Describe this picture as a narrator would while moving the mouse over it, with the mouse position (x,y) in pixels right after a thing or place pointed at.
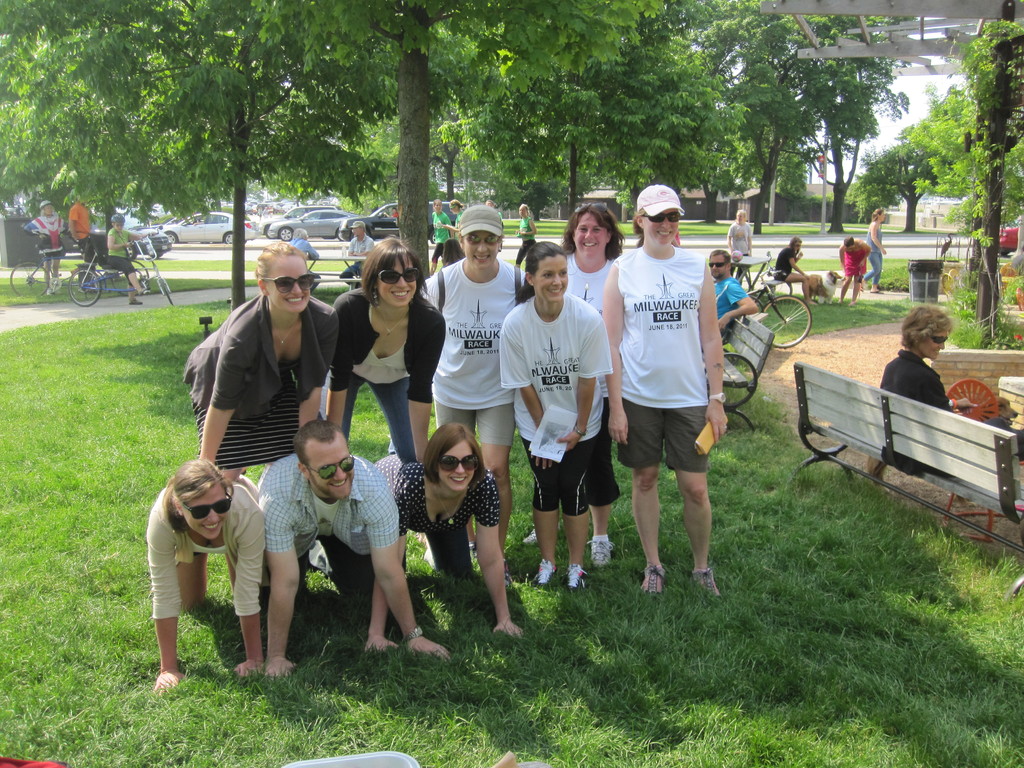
In this picture, There is grass (648,670) and there are some people (284,495) standing and in the right side (849,416) there is a chair (971,482) which is in white color and there is a woman (912,371) sitting on the chair (929,409), In the background (215,134) there are some cars (350,227) and there are some green trees (595,52).
